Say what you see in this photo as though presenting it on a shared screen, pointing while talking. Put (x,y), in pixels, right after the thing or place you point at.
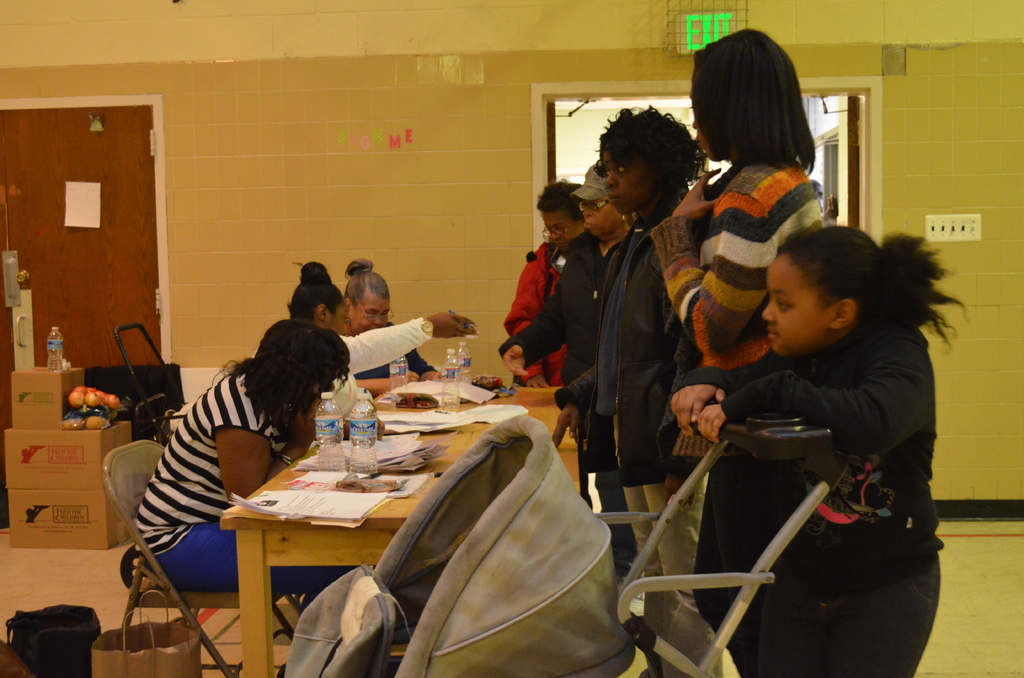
In the picture we can find some people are sitting and some are standing. In background (491,250) we can find a wall (227,177), door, window (828,126), and a switch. And few boxes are placed on the floor (4,582).
